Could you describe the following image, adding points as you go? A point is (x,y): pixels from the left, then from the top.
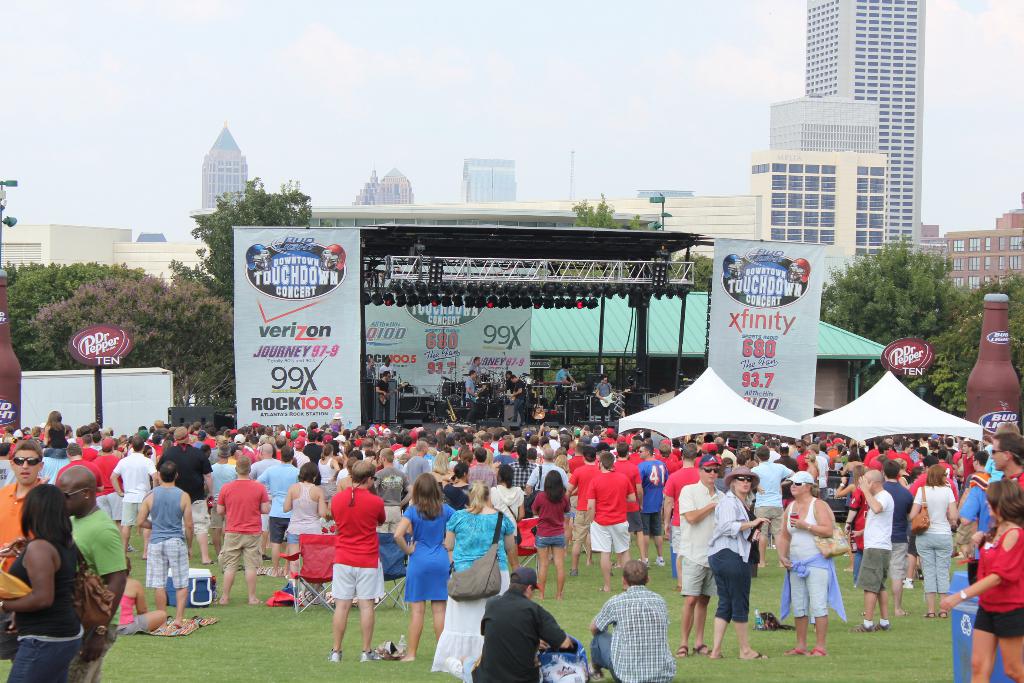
In the picture of people (417,510) among them some are standing and some are sitting on the ground (292,624). Here I can see a stage (511,425). on the stage (495,418) I can see people (508,381) playing musical instruments (478,401), stalls (723,411), banners (742,380), trees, buildings (546,336) and some other objects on the ground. In the background (372,76) the sky (418,61).
